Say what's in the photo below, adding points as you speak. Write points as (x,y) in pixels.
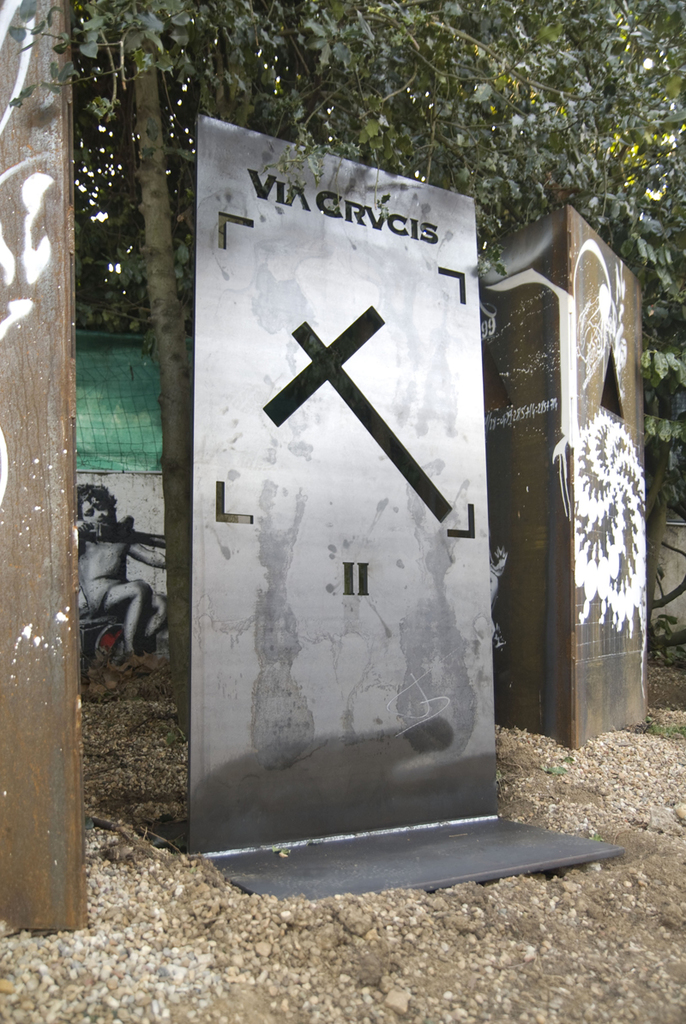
In this image there is a metal board (313,425) in the middle (313,498) and there are wooden boards (51,476) on either side of it. In the background (296,103) there is a tree (446,99). At the bottom (259,952) there is sand (316,936) on which there are stones (293,938).
